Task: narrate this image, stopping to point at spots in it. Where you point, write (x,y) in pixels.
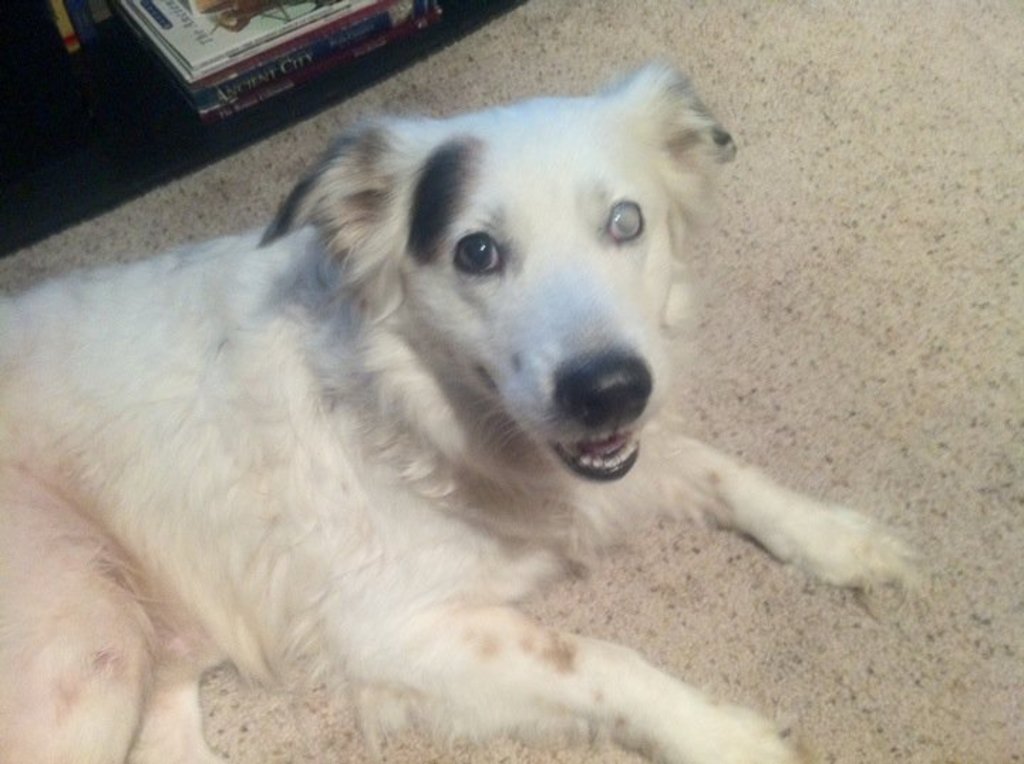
In this image I can see a white color dog (373,466) is lying on the ground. Here I can see books (221,45) and other objects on the ground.
